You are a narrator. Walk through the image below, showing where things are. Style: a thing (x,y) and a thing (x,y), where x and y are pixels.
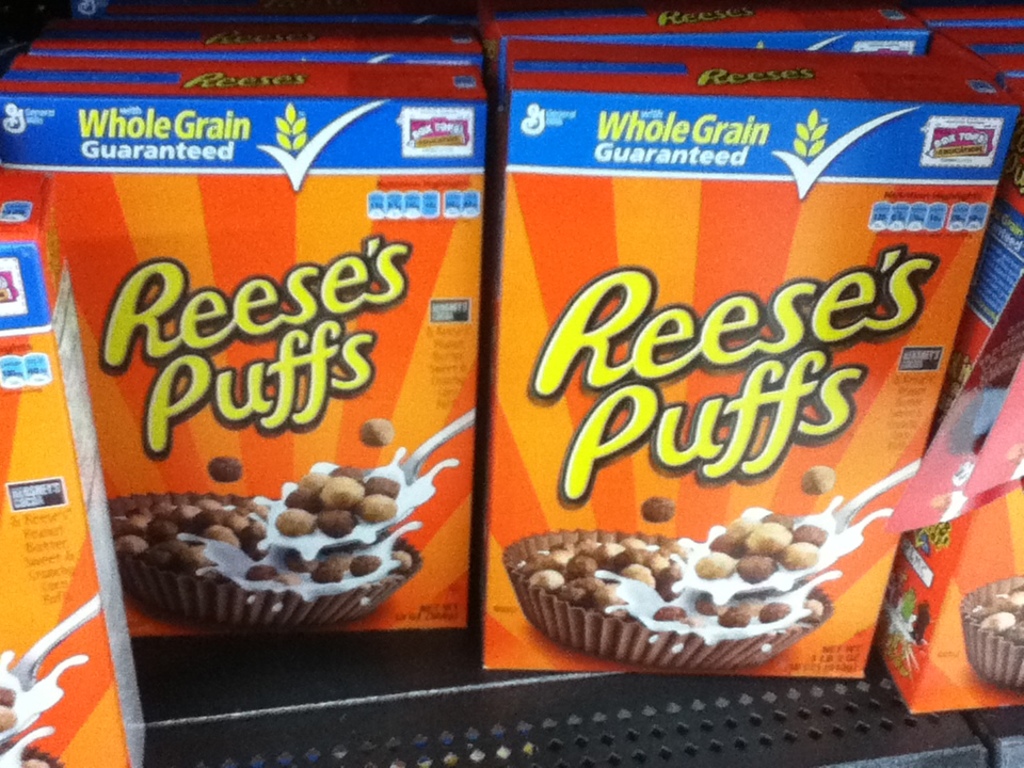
In this image there are whole grain boxes (422,157) placed on the surface (464,629) of the rack (500,701).
